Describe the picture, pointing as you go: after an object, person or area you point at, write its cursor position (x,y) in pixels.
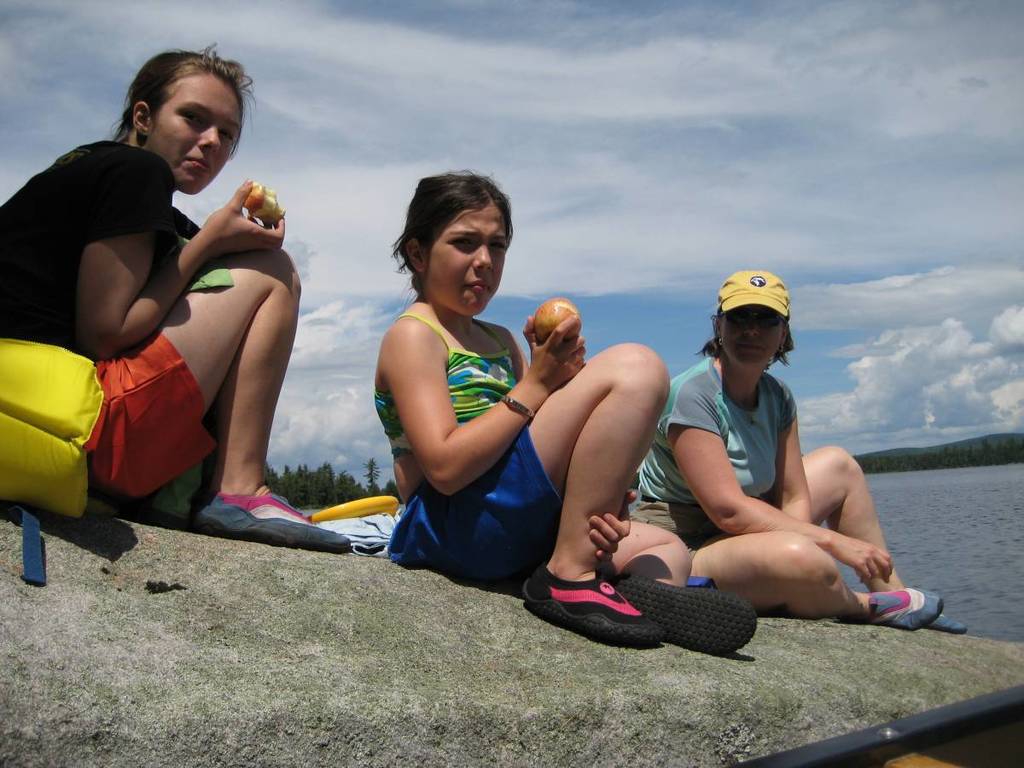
This image is taken outdoors. At the top of the image (338,149) there is the sky (347,167) with clouds (549,113). In the background (947,447) there are a few trees (301,483) and plants (894,461) on the ground (1007,434). On the right side of the image (949,549) there is a pond (943,555) with water (955,581). At the bottom of the image (203,667) there is a rock (503,655). On the left side of the image (95,278) a woman (161,295) is sitting on the rock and she is holding an apple (276,200) in her hand (244,234). In the middle of the image (628,384) a woman (750,447) and a girl (522,445) are sitting on a rock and a girl (546,447) is holding an apple (543,323) in her hand (535,353).
